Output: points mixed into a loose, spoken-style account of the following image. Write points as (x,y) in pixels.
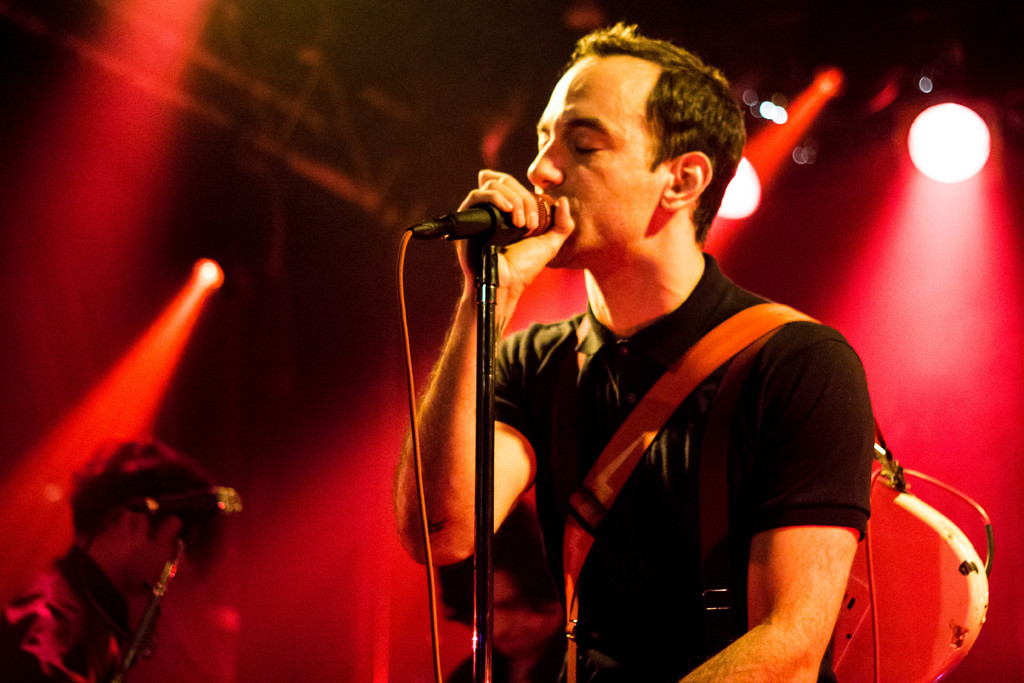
In this image we can see some men (520,650) standing. One person (683,300) is wearing a guitar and holding a microphone (510,228) with cable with his hands (535,219). On the left side of the image (145,612) we can see a microphone (181,551) on a stand (159,585). In the background (980,169), we can see metal frame (317,112) and some lights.
